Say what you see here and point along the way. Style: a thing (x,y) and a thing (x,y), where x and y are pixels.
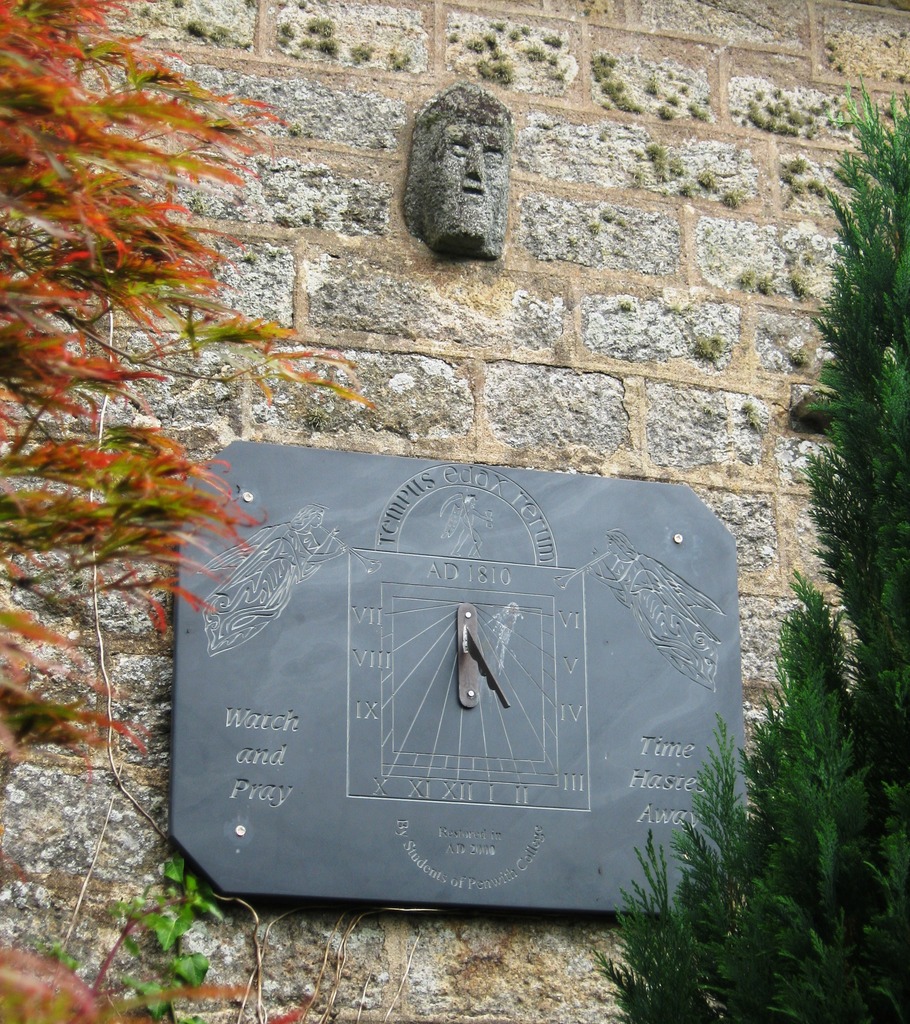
This picture shows a couple of trees (82,16) and we see a carved clock (358,676) and we see text (264,724) and a design (317,555) on it and we see a carved stone (439,121) on the wall (546,159).
